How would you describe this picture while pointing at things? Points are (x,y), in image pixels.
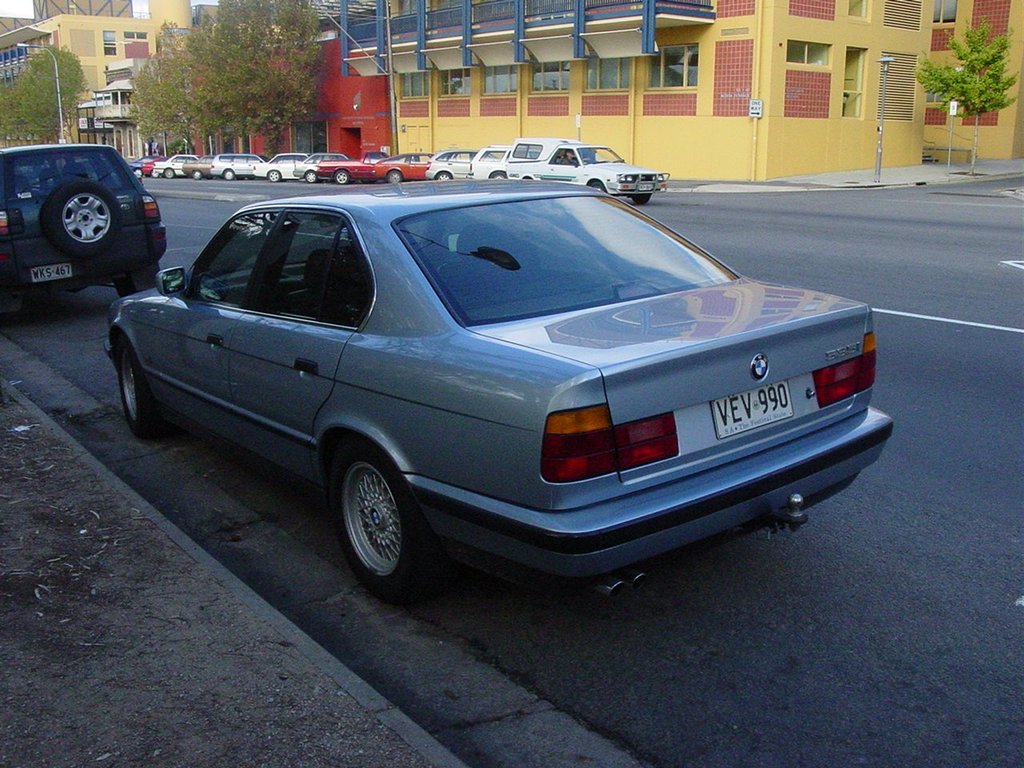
In the picture I can see vehicles (453,199) on the road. In the background (510,116) I can see buildings (371,129), pole lights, trees (277,106) and some other objects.
